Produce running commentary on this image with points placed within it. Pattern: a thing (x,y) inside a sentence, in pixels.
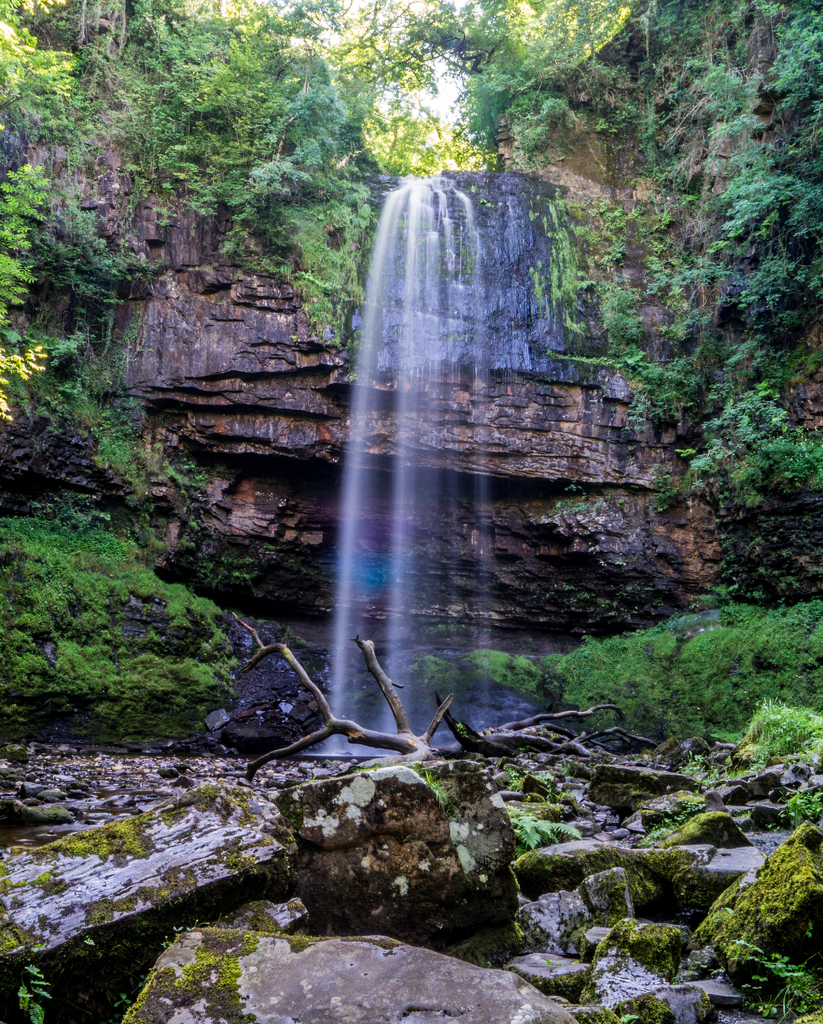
In this image in the center (350,568) there is a water fall (405,578), and on the right side (636,410) and left side (230,821) there are some plants (165,128), trees (169,118) and some rocks (604,793).
